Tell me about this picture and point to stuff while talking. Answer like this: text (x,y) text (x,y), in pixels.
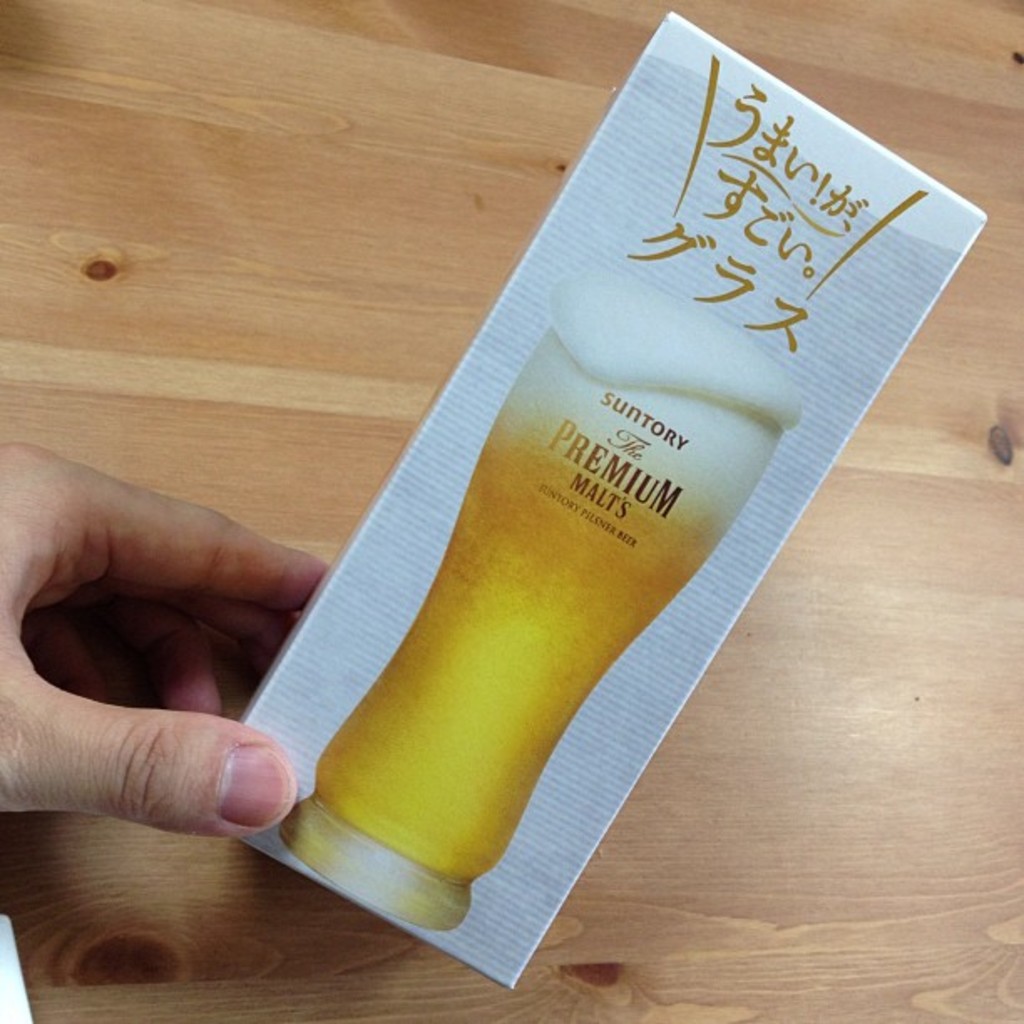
In this image I can see a human hand (251,796) holding a cardboard box (362,780), on the box (520,669) I can see a glass (311,799) and I can see brown color background (168,209).
